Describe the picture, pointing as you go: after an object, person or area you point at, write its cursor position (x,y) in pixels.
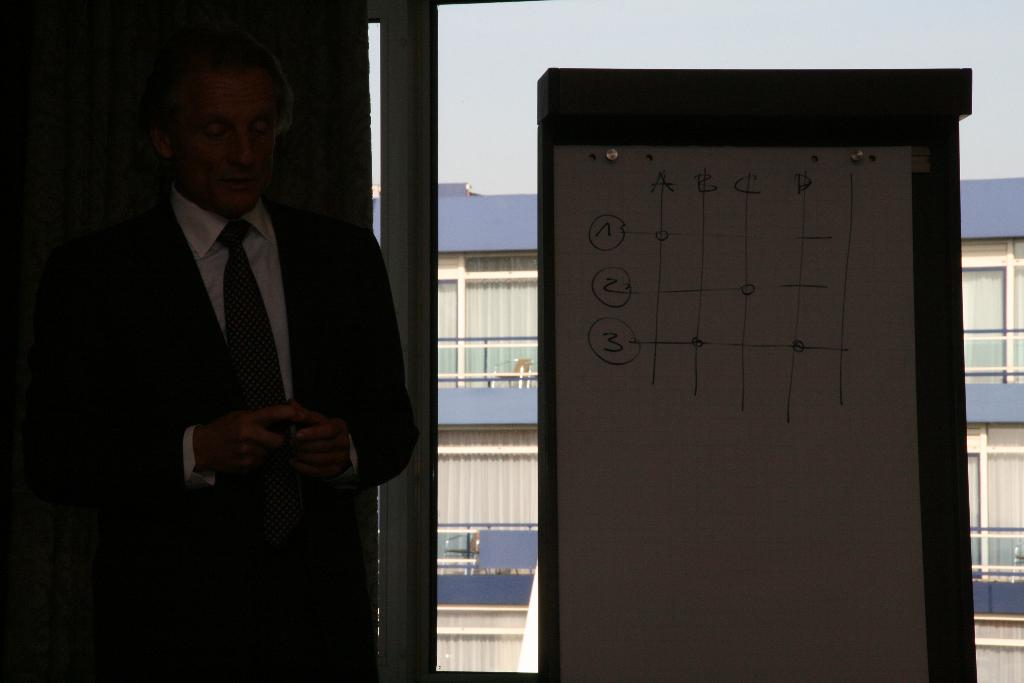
In this image I can see a person (254,352) wearing a black color suit (115,303) on the left side (117,301) and in the middle (677,421) I can see a board (747,203) and a paper (594,237) attached to the board (540,475), at the top (529,35) I can see the sky (622,24) and the building (485,375).
